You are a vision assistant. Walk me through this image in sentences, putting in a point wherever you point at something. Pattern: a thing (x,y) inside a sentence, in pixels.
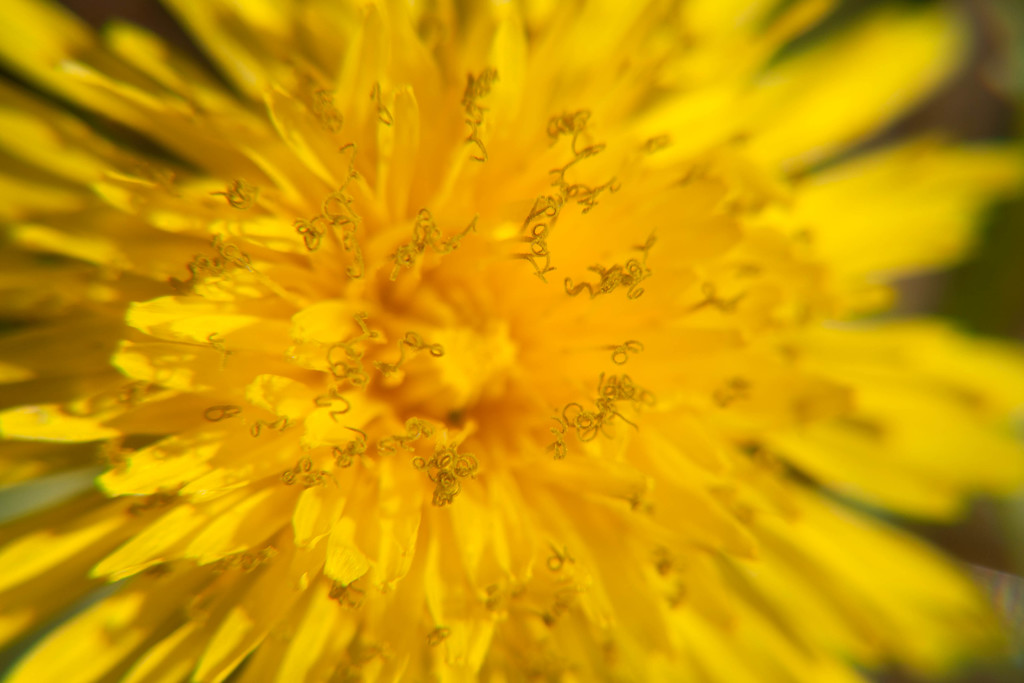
In this image I can see a yellow color flower (477,428).
